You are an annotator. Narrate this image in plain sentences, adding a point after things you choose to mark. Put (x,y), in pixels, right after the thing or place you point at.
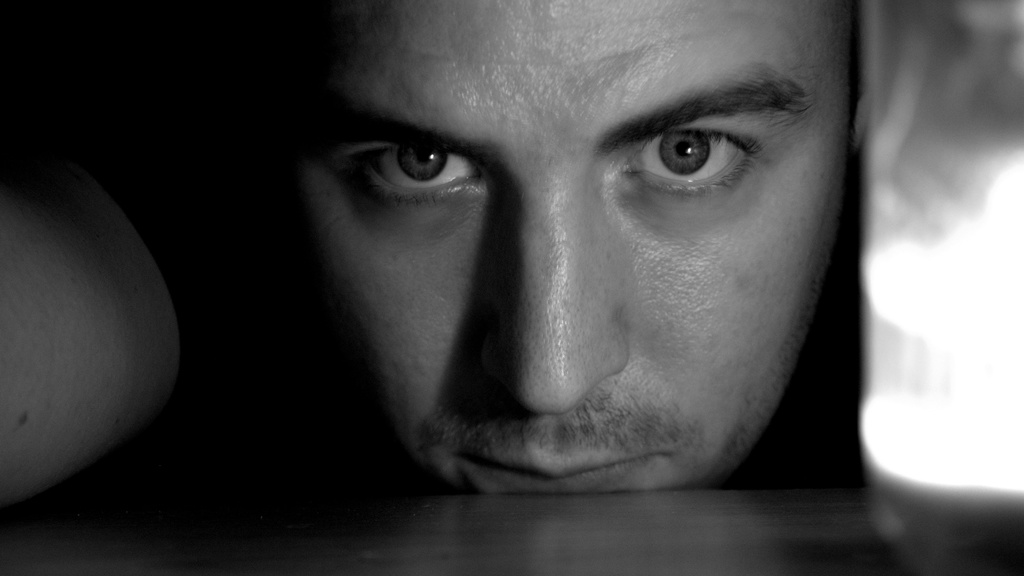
This is a black and white image. At the bottom (647,542) there is a wooden object (514,541) which seems to be a table (326,551). Behind there is a person's face (456,315). This person (461,188) is looking at the picture. On the right side (962,228) there is an object (960,298) which seems to be a glass (929,325).
